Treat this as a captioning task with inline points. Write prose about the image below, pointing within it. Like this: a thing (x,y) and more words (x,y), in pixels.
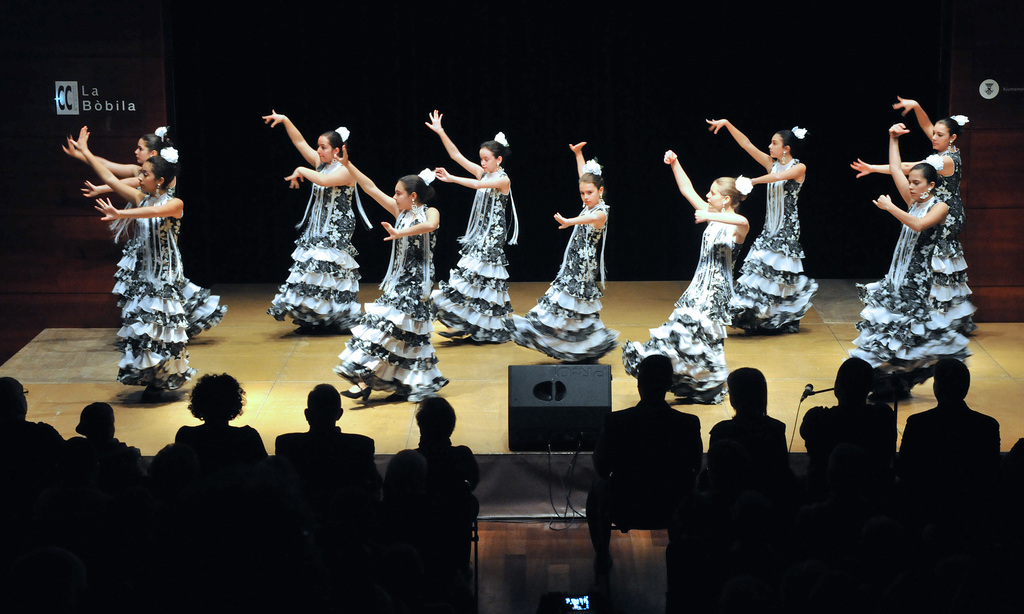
In this image we can see few persons (489,183) are dancing on the stage (343,389) and there is an object (591,377) on the stage (30,384). At the bottom (744,519) the image is dark but we can see few persons (427,473) and mic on a stand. In the background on the right side (998,123) we can see text (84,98) on the wall (961,102) and objects (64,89).
